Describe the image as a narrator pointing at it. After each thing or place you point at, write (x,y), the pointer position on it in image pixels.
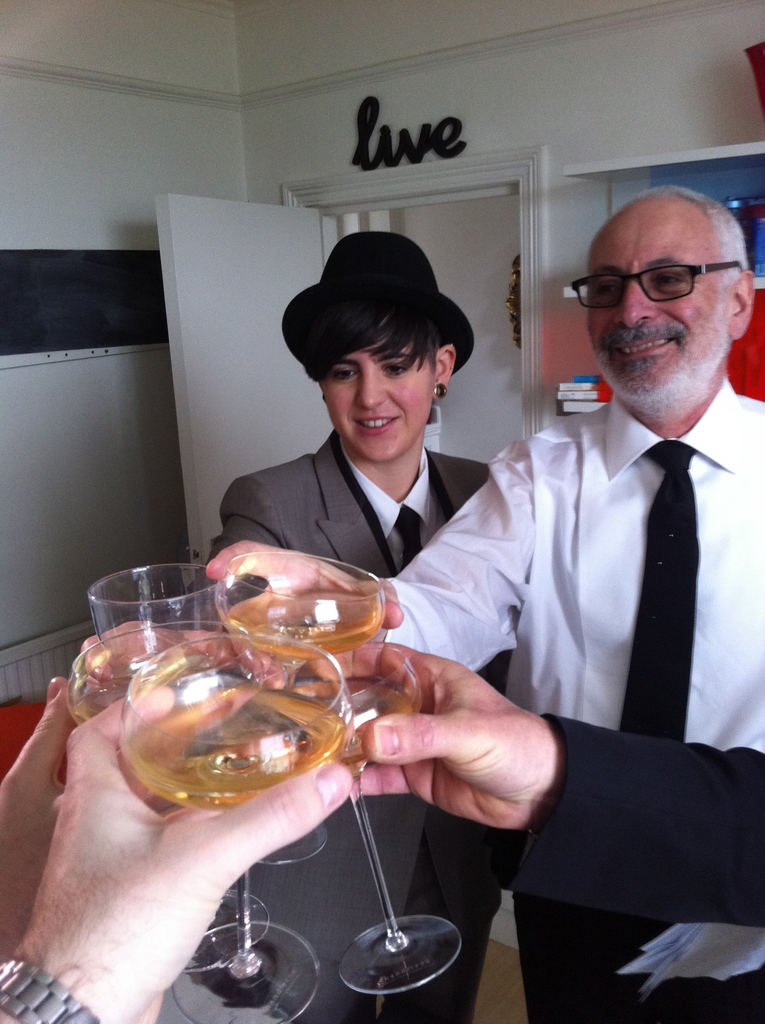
In this picture there are some glasses (312,702) which contains drink (252,620) and some hands (140,899) of people (434,770) and a man (447,608) and a woman (397,567) is standing and cheering up and in the background (667,126) there is a wall (206,85) and a door (224,420) which is of white color.
